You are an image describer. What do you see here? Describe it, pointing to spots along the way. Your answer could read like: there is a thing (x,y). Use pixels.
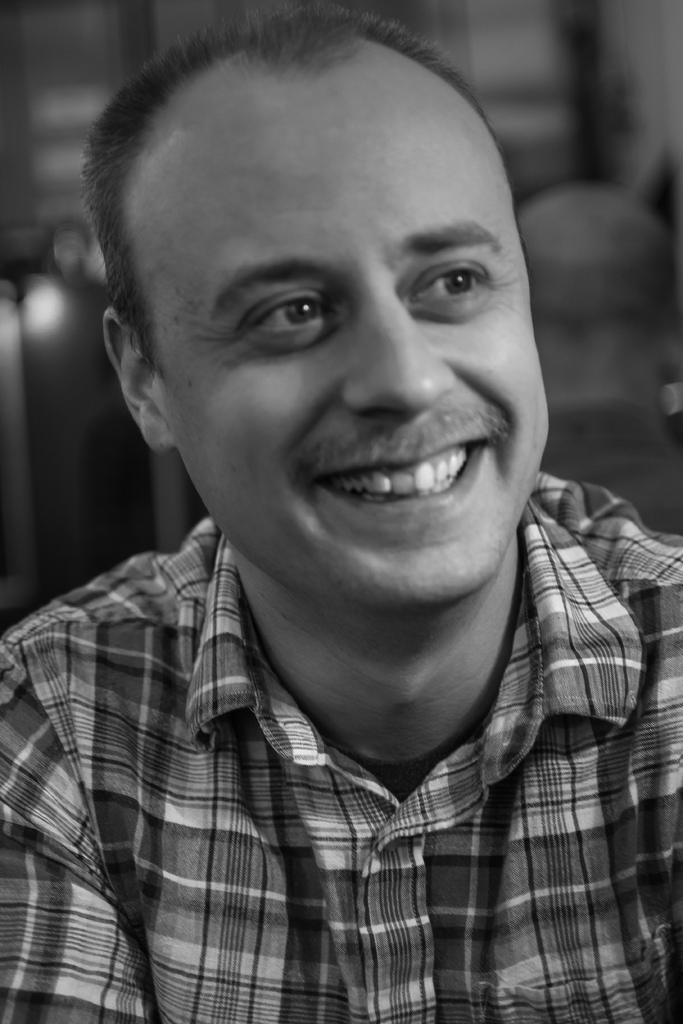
In the given image i can see a person (401,383) smiling.
